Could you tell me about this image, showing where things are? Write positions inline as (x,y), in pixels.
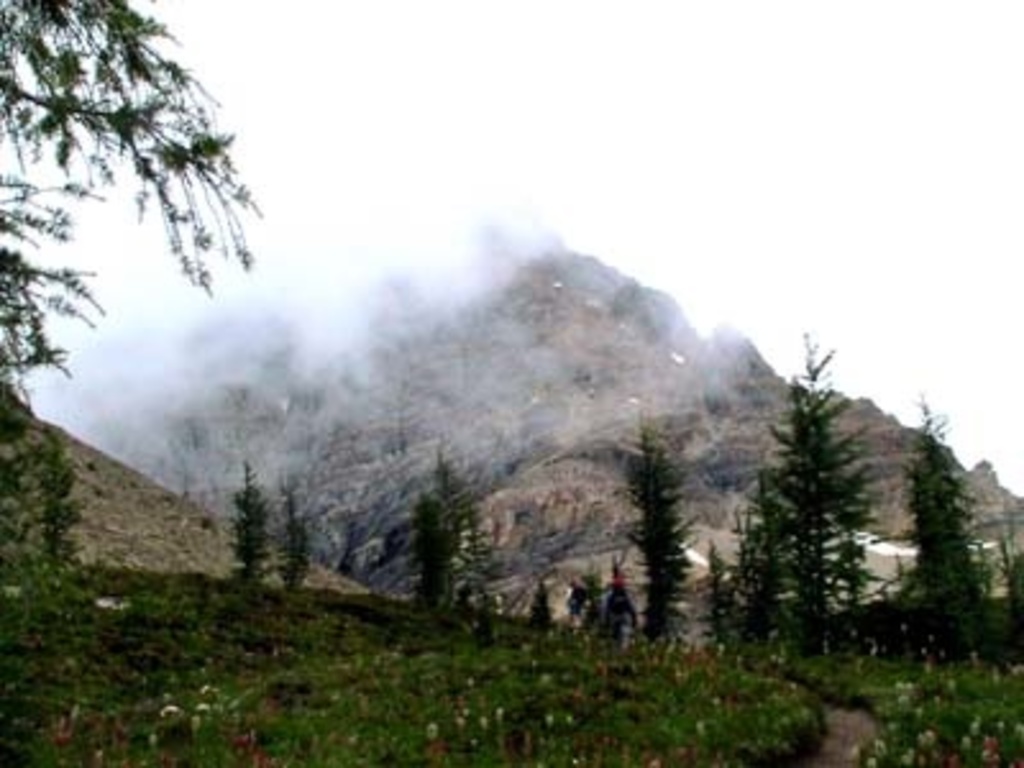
At the bottom of this image (62,616), there are plants (563,660) and trees (881,623) on the ground (533,757). In the background (530,575), there are mountains (598,283) and there are clouds (701,48) in the sky (663,95).
